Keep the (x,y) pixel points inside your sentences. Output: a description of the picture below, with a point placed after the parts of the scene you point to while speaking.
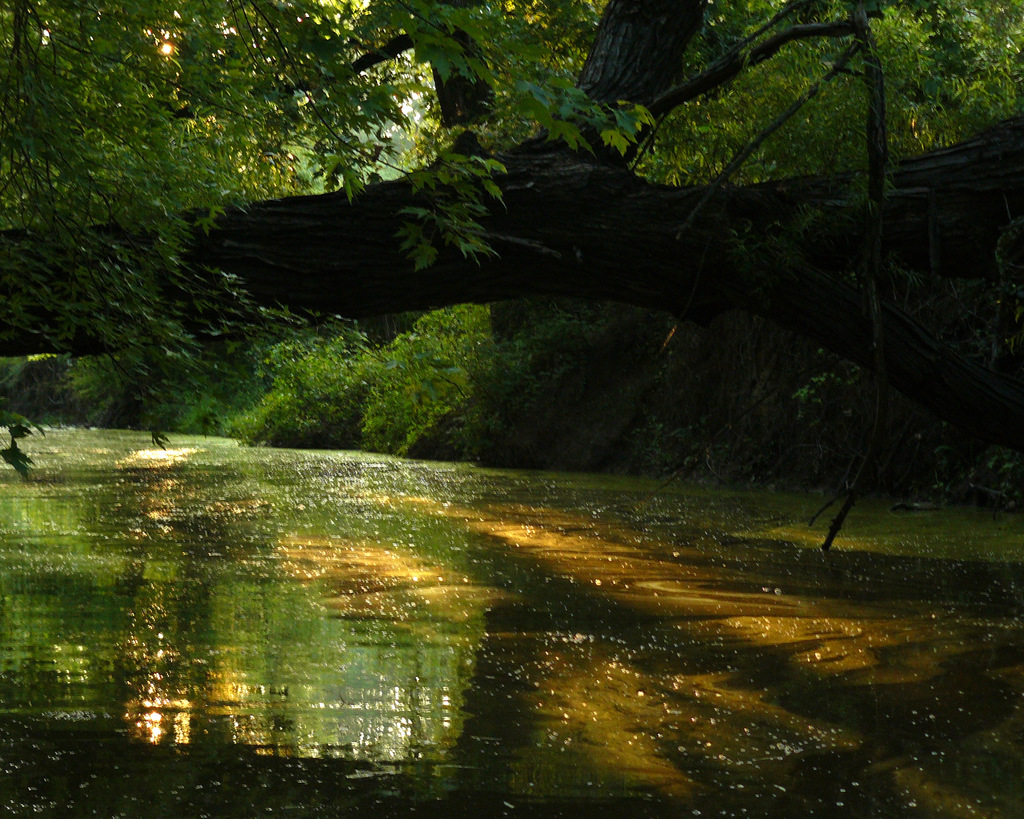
This image is taken outdoors. At the bottom of the image (479,722) there is a lake (545,603) with water (403,533). In the middle of the image (367,278) there is a branch (443,212) of a tree (404,251) and there are many trees (462,78) and plants (896,74).
